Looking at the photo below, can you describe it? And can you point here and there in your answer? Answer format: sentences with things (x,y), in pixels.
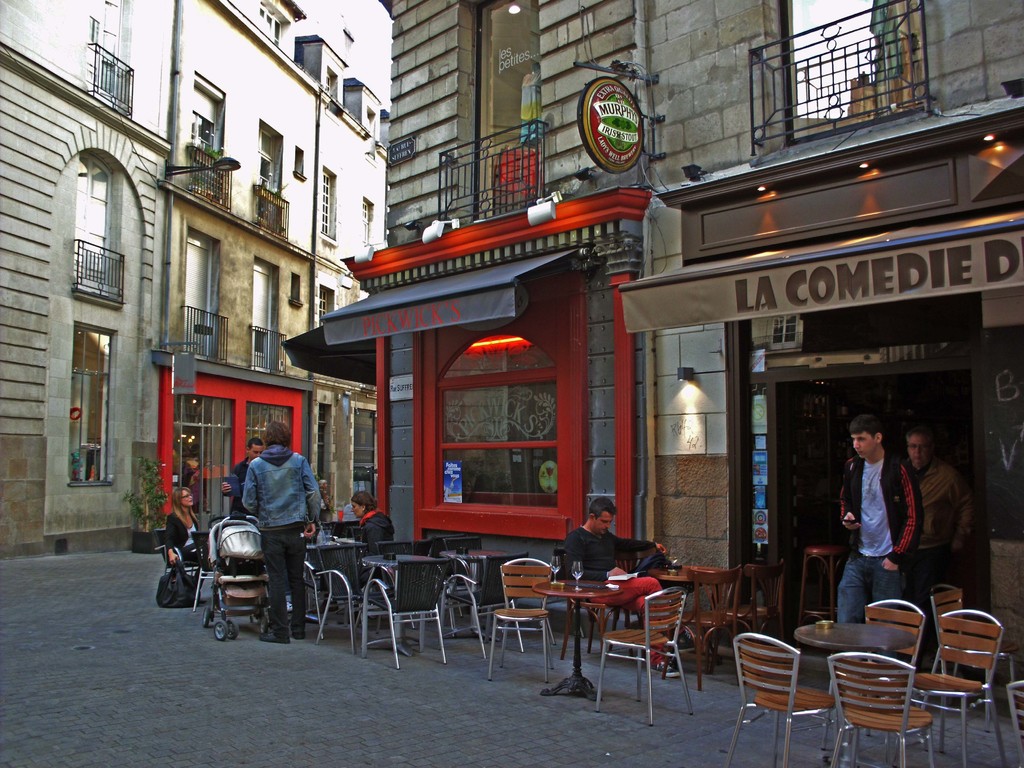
In this picture we can see some persons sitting on the chairs (894,715). This is table (854,633). Even we can see some persons (941,466) standing on the floor (361,720). On the background (190,263) we can see the buildings (679,188). And this is the board (910,277) and there is a light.
